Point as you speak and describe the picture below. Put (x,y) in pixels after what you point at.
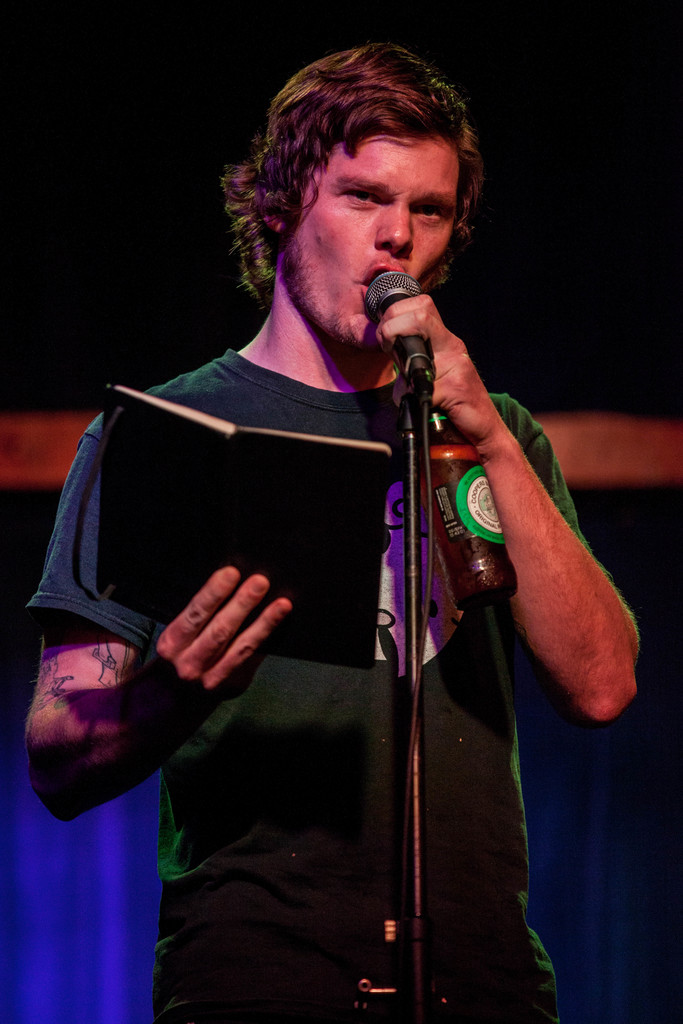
In this picture we can see man (309,685) holding book (190,494) in one hand (259,587) and bottle (468,456), mic (419,392) in other hand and talking on mic (385,285).
